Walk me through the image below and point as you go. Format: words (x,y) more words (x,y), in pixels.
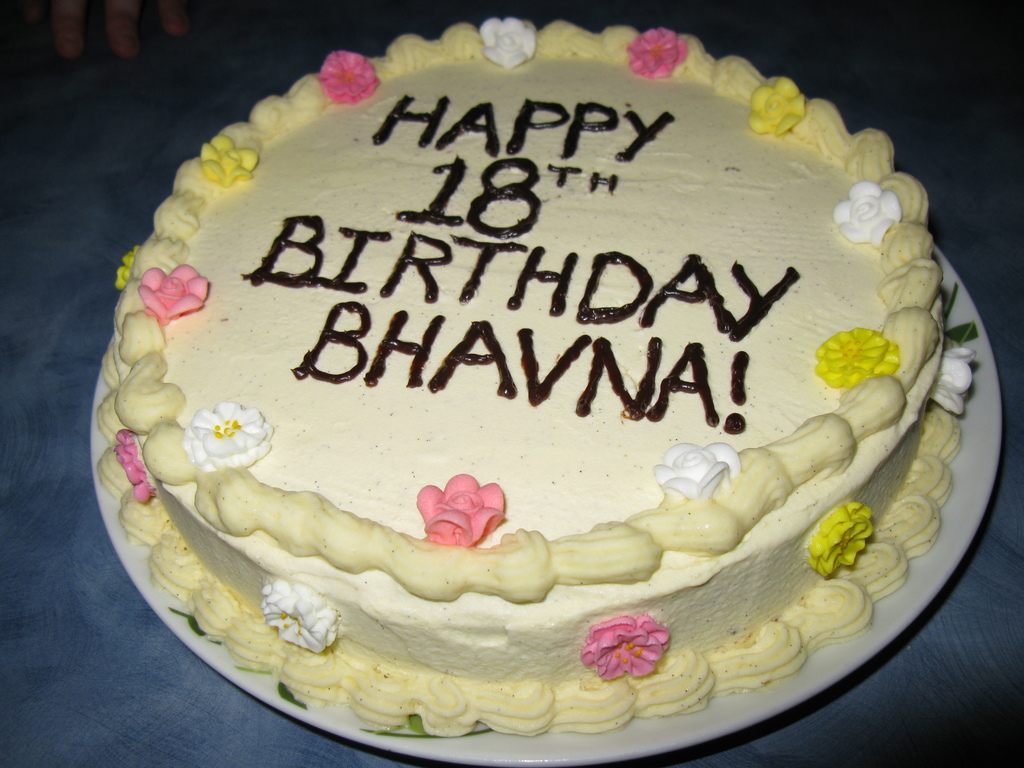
This is a zoomed in picture. In the center (360,267) we can see a white color platter (921,562) containing the birthday cake (808,466) and we can see the text (394,114) and numbers (447,192) on the cake (595,578) and the platter (130,550) is placed on the top of the table (41,494). In the background (56,24) we can see the fingers (107,17) of the person (75,39).
